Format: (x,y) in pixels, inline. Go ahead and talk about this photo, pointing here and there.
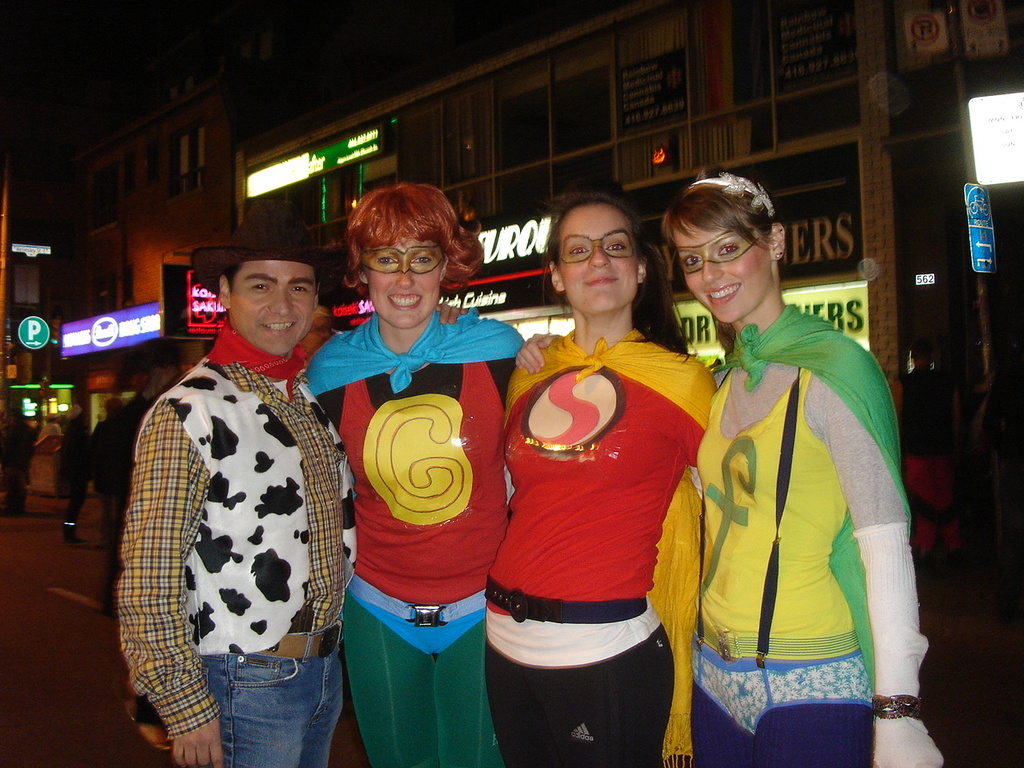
In this image there are people (451,468) standing. In the background (43,198) there are buildings (180,141) and we can see boards (145,312).
